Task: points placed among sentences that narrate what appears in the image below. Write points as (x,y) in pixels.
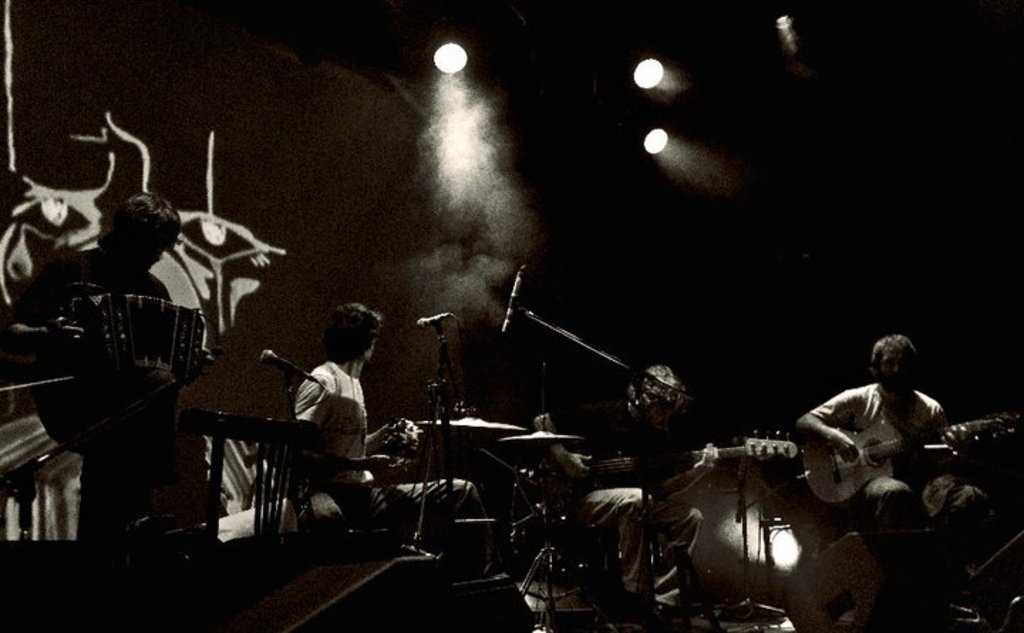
In the foreground of this picture (340,344) we can see the group of persons (337,451) sitting and playing musical instruments (664,466) and we can see the microphones (518,285) are attached to the metal stands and we can see an object (229,430) seems to be the chair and some other objects (319,589). In the background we can see the lights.
